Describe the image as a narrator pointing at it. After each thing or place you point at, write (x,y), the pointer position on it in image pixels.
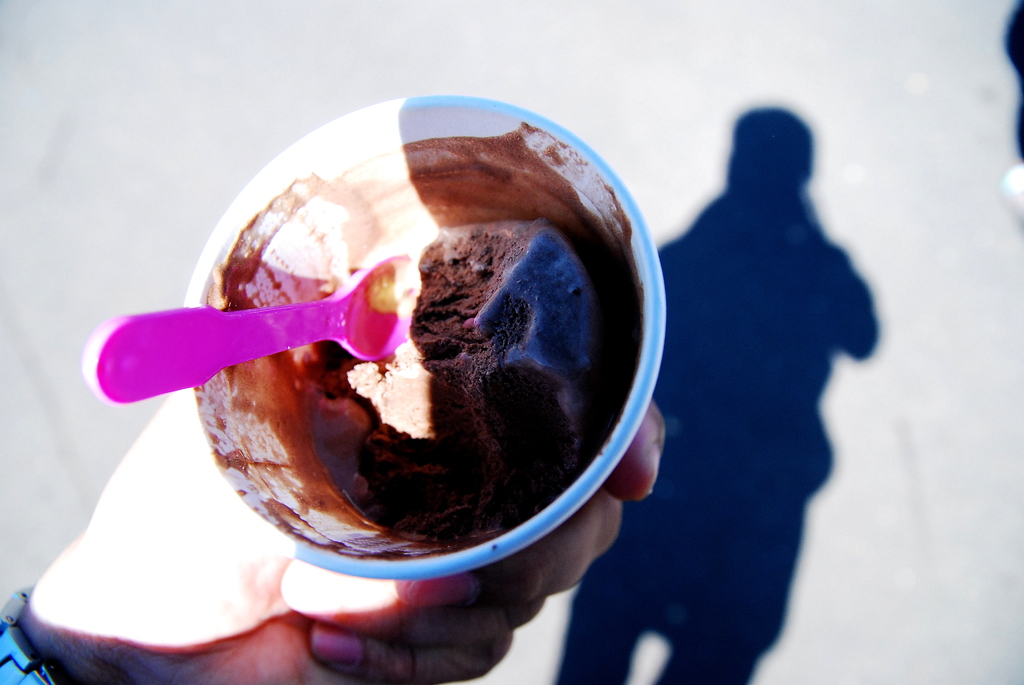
In this picture there is an ice cream cup (643,390) in one hand (480,600) and there is a shadow (757,114) of one person (653,446) on the floor (751,254) and there is a small spoon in an ice cream cup (259,400).
